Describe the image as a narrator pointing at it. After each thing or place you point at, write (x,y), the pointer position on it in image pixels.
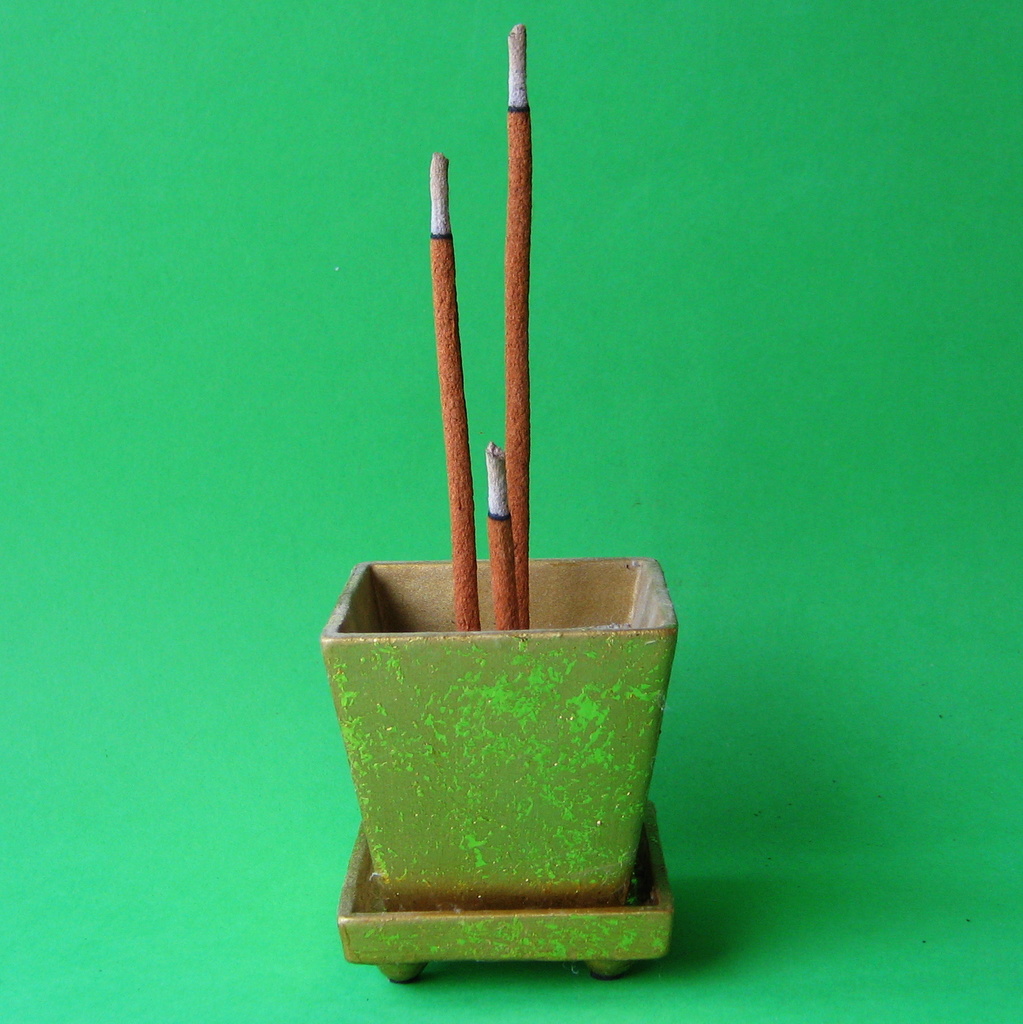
In this image I see a pot (464,684) over here and I see brown and grey color sticks (457,379) in it and I see that it is green in the background (781,353).
